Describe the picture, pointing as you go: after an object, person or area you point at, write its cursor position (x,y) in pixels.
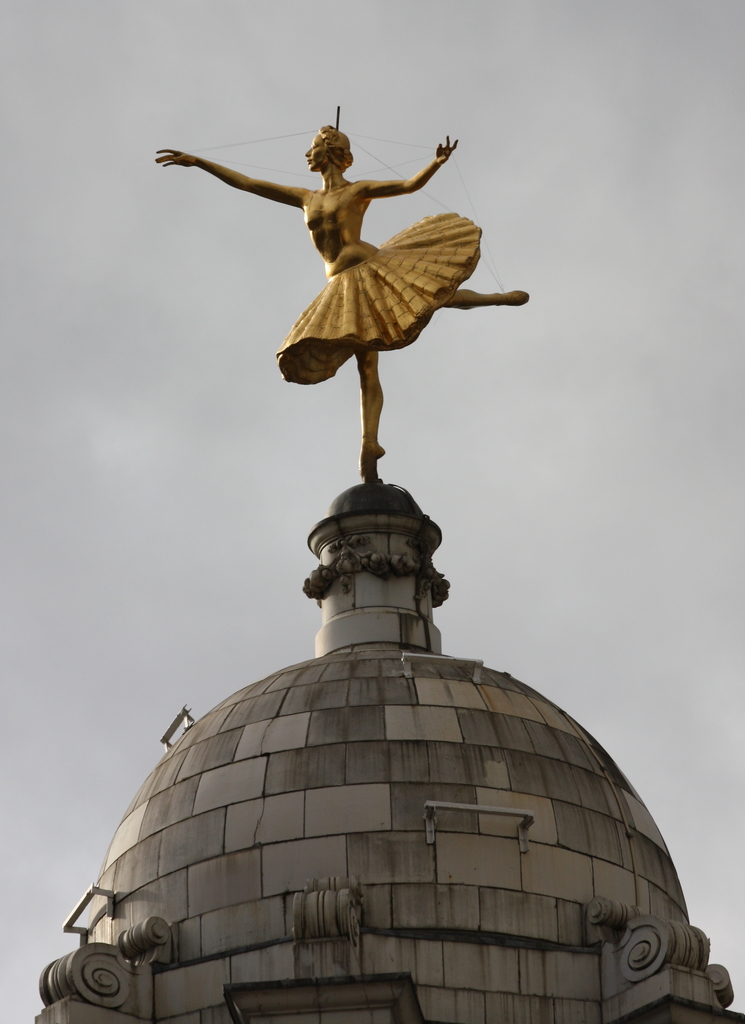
In this image, we can see some historical construction (382,818) with rods (621,809) and statue (347,237). Background (727,607) there is a sky (704,598).
